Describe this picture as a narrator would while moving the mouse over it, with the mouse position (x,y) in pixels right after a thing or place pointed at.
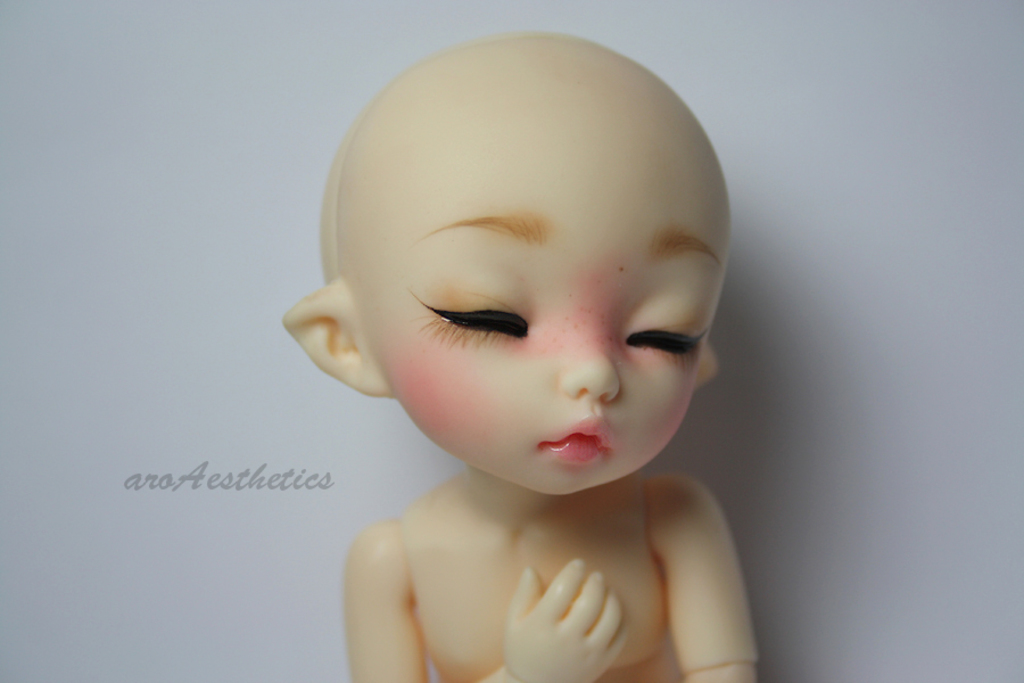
In this image we can see a toy (544,363) and in the background (236,340), we can see the wall (873,613).
